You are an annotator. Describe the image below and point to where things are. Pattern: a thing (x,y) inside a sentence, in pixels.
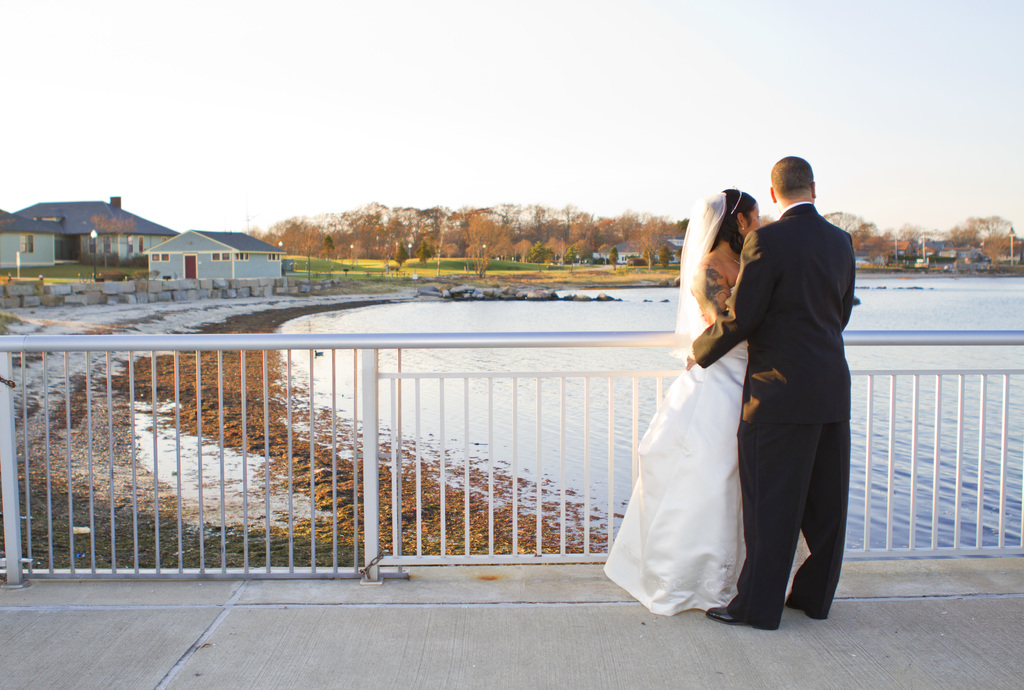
There is a man (783,435) and a woman (719,575) on the road (675,661). Here we can see a fence (665,338), water (435,356), houses (45,209), poles (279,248), lights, and trees (601,236). This is grass (410,272). In the background (434,106) we can see sky (863,137).
